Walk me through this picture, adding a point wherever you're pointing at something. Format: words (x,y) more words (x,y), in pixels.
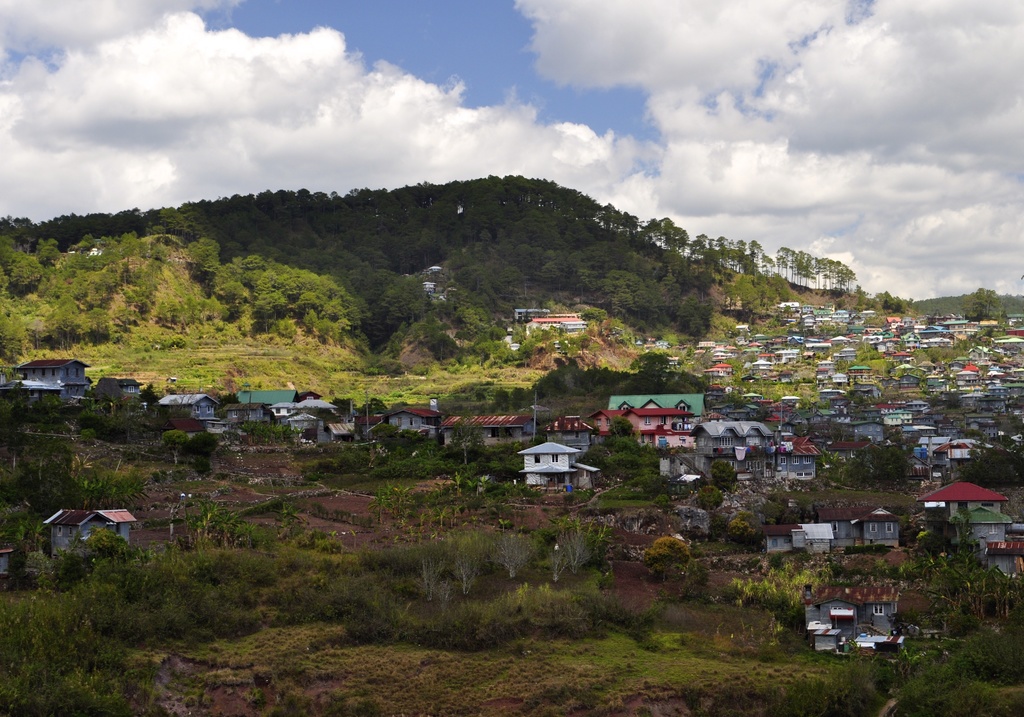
This picture is clicked outside. In the foreground (455,604) we can see the green grass (461,665), plants (340,582) and many number of houses (285,395). In the background (457,74) we can see the sky (474,77) which is full of clouds (880,107) and we can see the trees (486,259) and many other objects (935,417).
